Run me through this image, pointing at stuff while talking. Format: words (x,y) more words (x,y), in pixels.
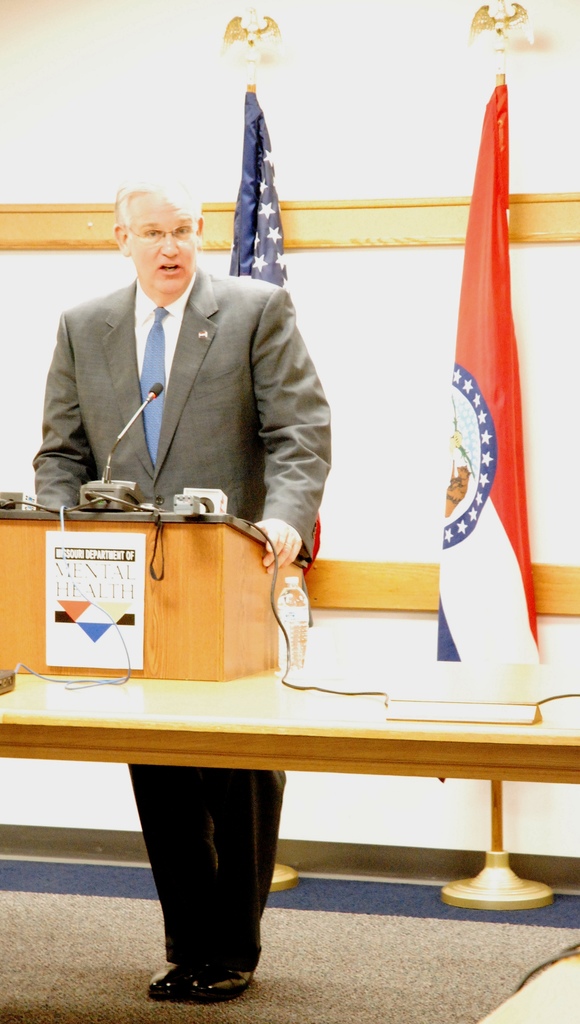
In this image the man (145,445) is standing. In front of the podium (145,596) there is a mic (129,500) and back side there is a flag (515,481).
